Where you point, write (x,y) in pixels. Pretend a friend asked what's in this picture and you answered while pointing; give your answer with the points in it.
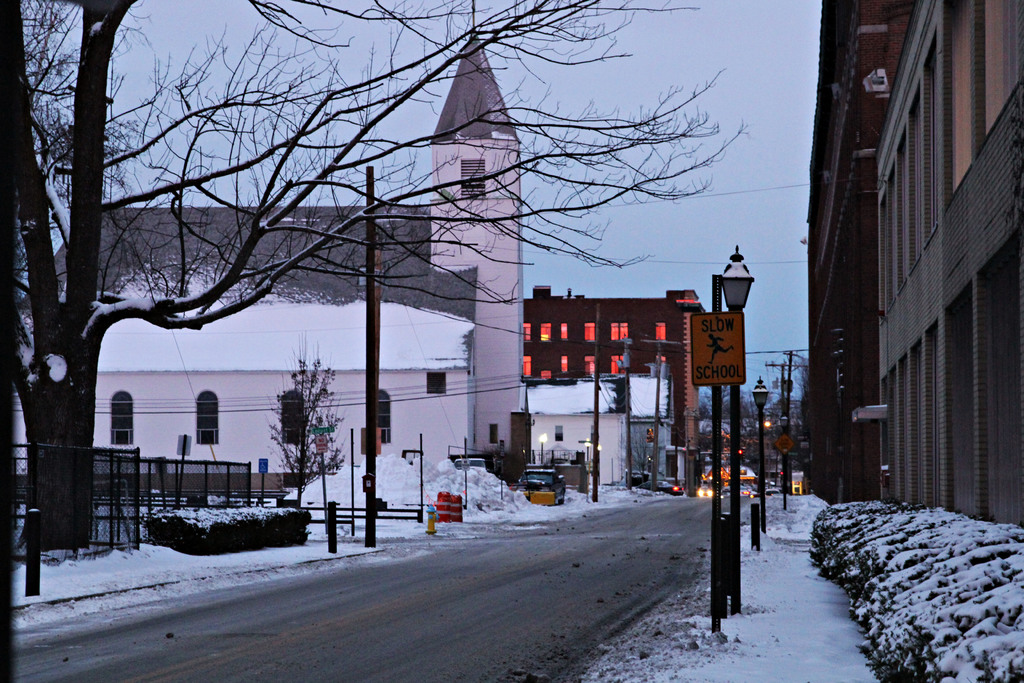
In this image we can see the road (131,633), shrubs (839,541) covered with snow (1013,652), caution boards (716,382), light poles (738,436), trees (724,441), buildings (506,422), cars (558,495) parked here, vehicles (558,495) moving on the road (685,505) and the sky (695,21) in the background (722,243).
